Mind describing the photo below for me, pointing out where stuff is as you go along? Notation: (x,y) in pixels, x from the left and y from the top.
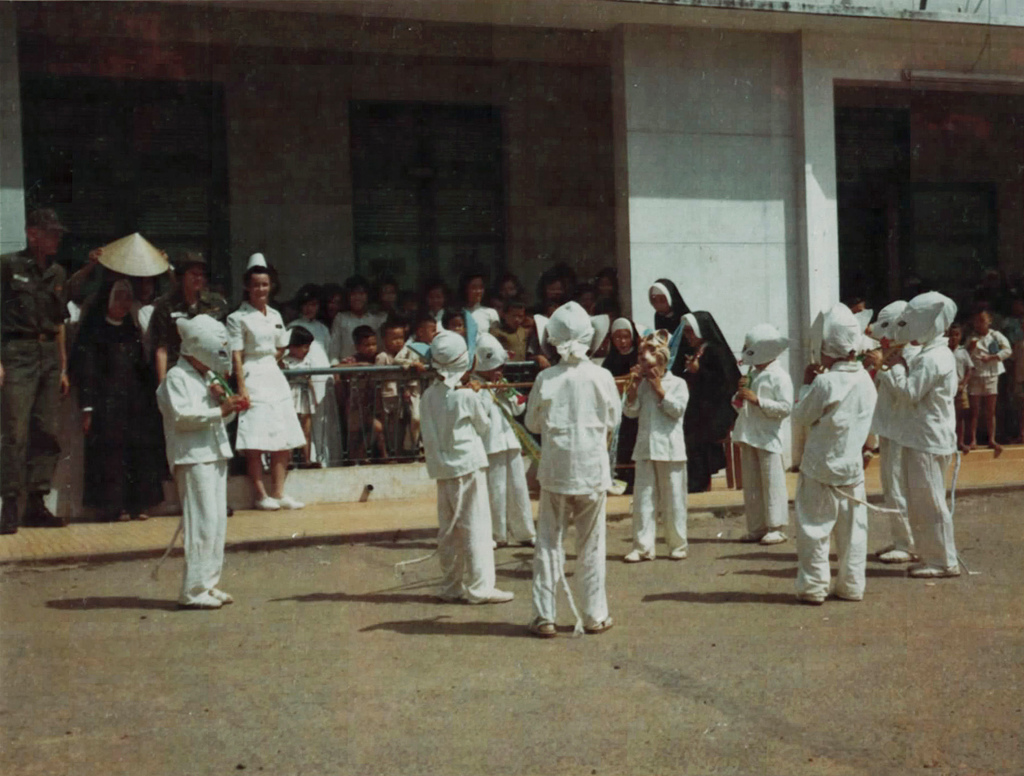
In this image we can see children (195,484) are wearing white color dress (565,499) and performing some action. Background of the image (345,326) children (477,301) are standing and watching to the show. Left side of the image (111,338) three ladies (116,323) and one man (24,295) is standing.
